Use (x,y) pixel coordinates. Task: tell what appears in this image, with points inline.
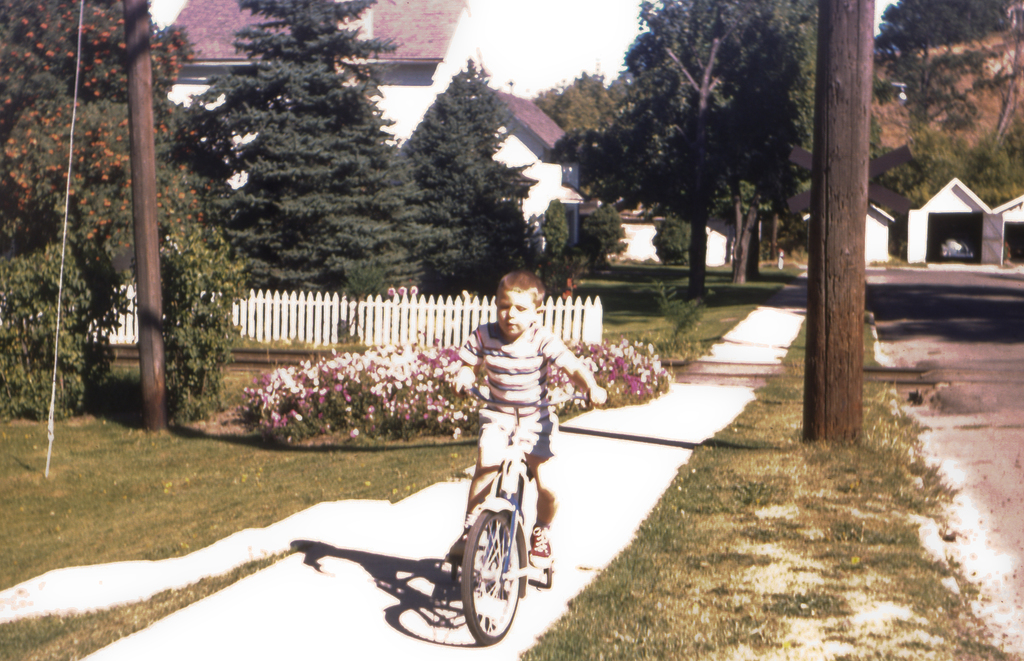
On the background (297,43) we can see house (383,53), trees (584,143). We can see a boy (514,386) riding bicycle (509,499) here. This is a grass (252,447). We can see flower plants (369,395). We can see a fence (370,323) in white colour.
